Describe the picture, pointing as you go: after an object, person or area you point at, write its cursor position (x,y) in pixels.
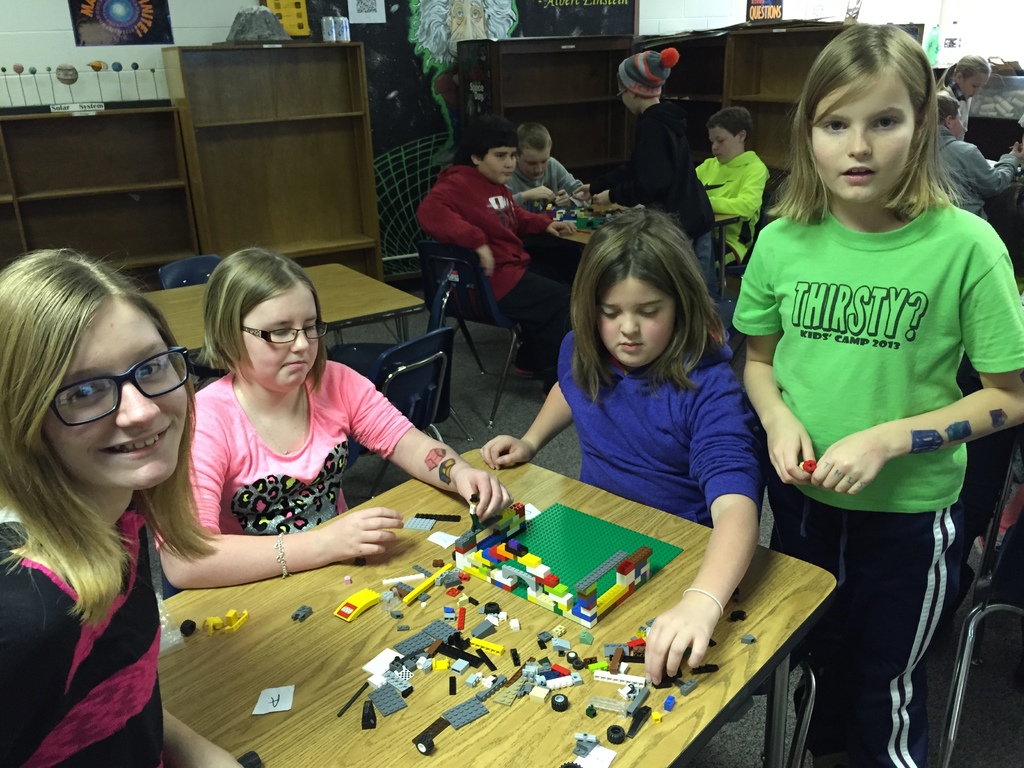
Here we can see a four girls (1022,386) playing with toys (427,572). This toys (492,606) are kept on a table (775,598). In the background (659,114) we can see a four boys (569,185) who are also playing with toys (584,226).
